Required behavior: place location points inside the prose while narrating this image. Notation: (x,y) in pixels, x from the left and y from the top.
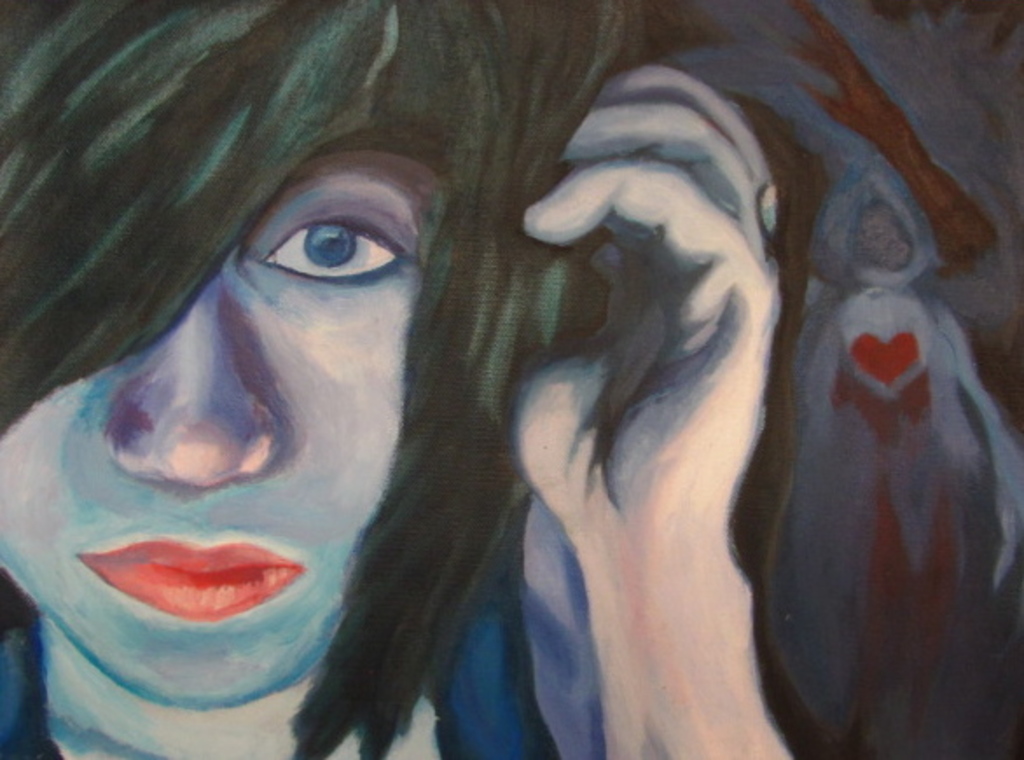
This image looks like a painting. In which there is a painting (251,548) of a woman (453,552).
